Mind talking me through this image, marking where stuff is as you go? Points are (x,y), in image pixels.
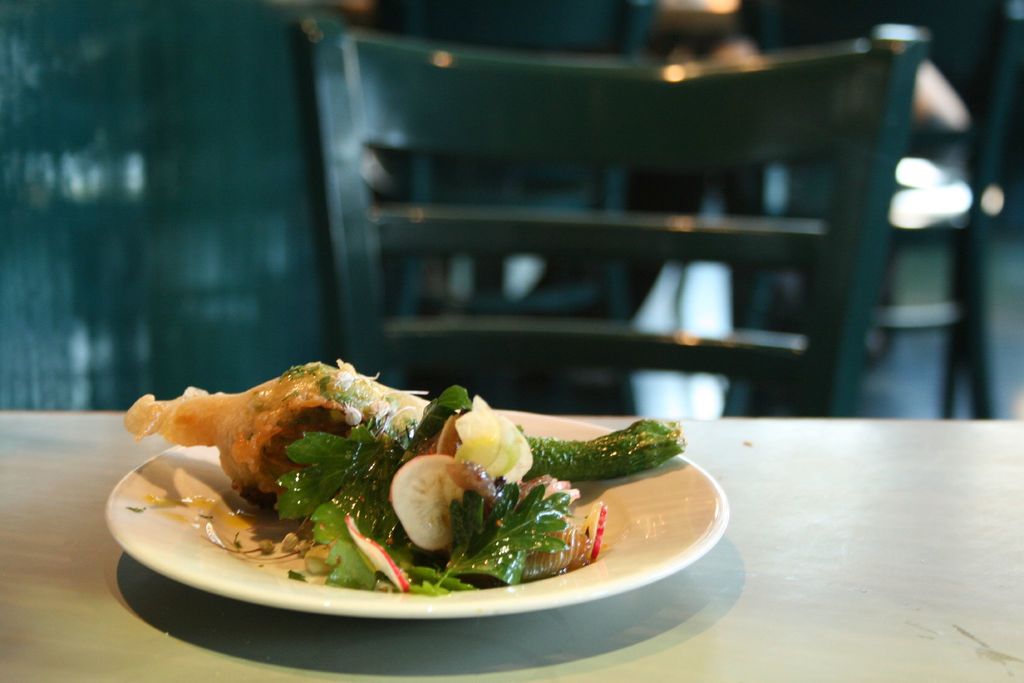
In this picture we can see food (322,467) in a plate (298,608) and the plate (145,488) is on an object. Behind the plate (553,428), there is a chair (324,255) and the blurred background (1000,308).
